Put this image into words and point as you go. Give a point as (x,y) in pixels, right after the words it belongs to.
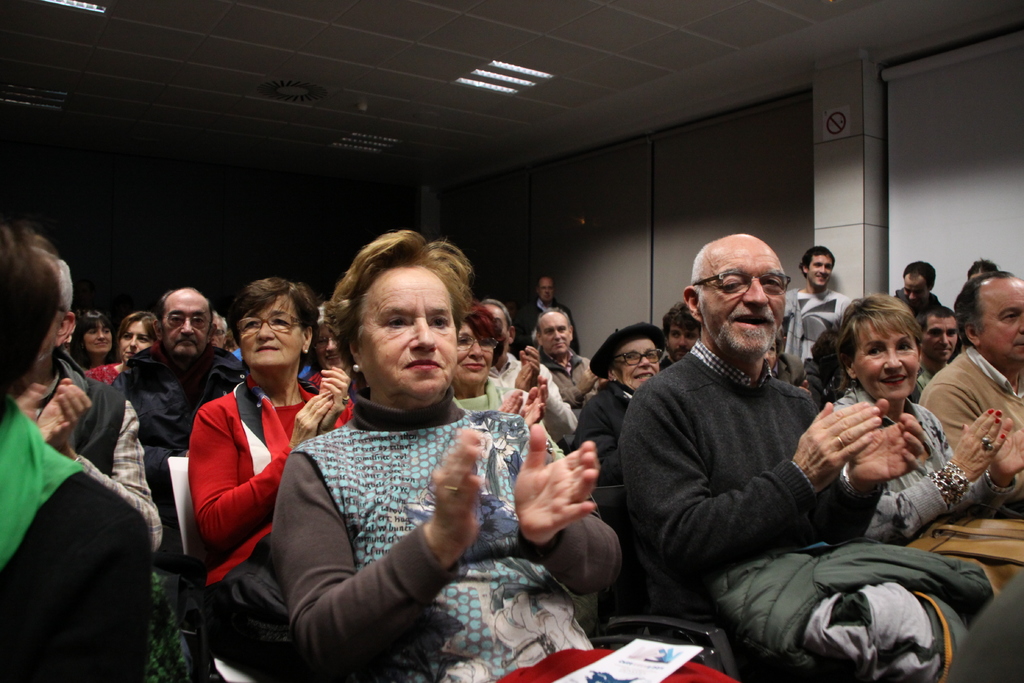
In this image we can see group of people (437,288) are sitting and clapping their hands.
